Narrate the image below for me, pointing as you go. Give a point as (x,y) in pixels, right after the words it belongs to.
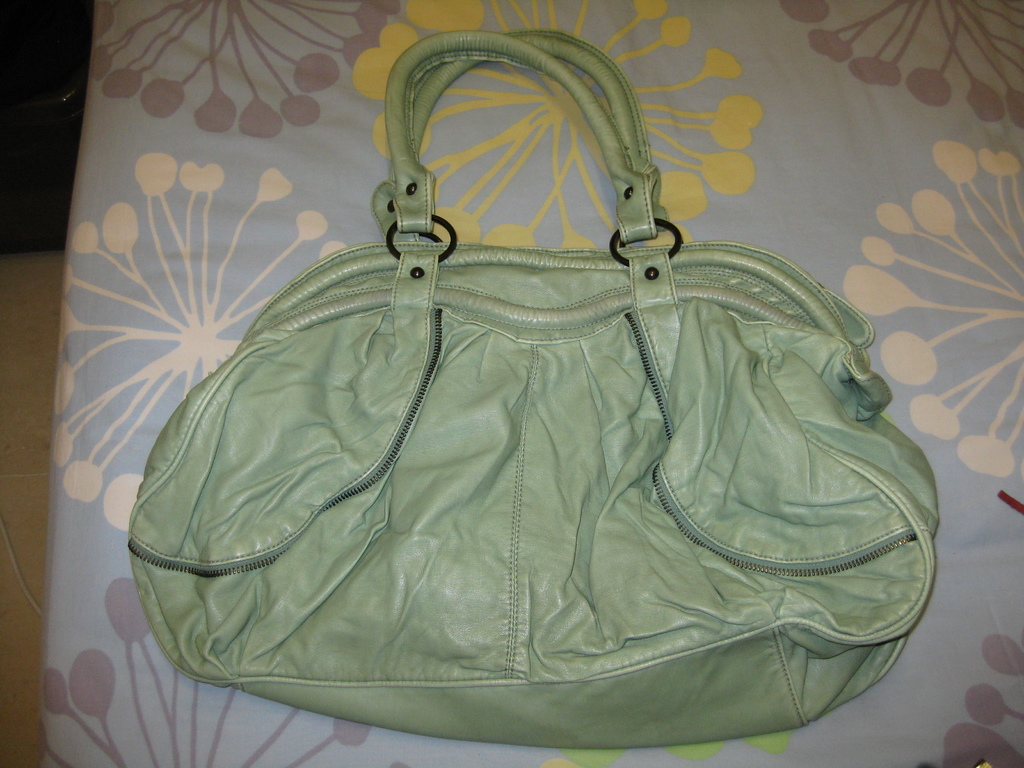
In this picture there is a bed (259,167) on the bed (228,149) there is a handbag (511,477).
